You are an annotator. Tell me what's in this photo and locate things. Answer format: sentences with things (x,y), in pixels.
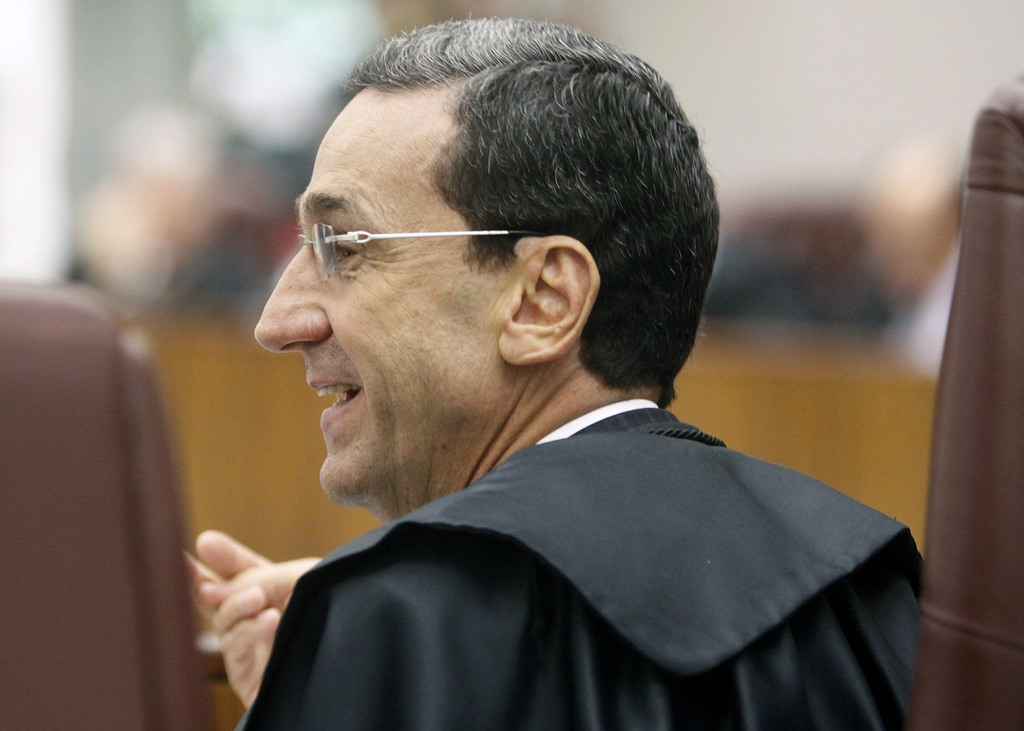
In the center of the image (464,394) we can see a person (463,261) with glasses (533,232) and the background of the image (868,277) is blurred.
